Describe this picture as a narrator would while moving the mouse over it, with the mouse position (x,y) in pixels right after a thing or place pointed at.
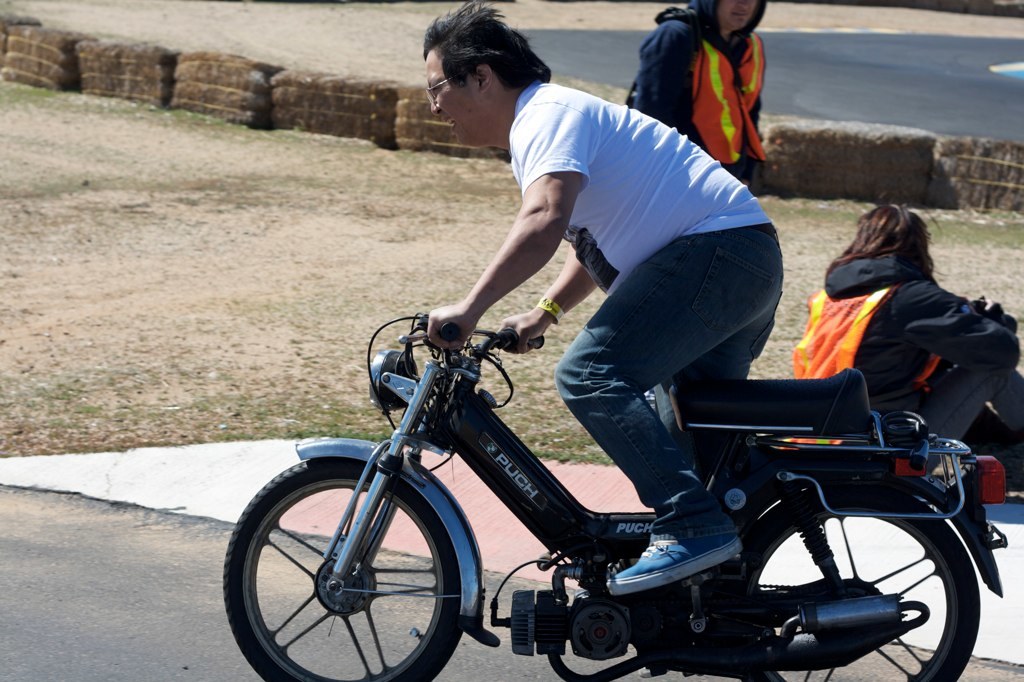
In the image we can see the person (568,274) wearing clothes (579,246), goggles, shoes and the person (583,355) is riding on the motorbike (722,460). We can even see other people (731,84) one is sitting and the other one is standing, and they are wearing the same costume (843,299). Here we can see the grass (355,399) and the road (882,84).
